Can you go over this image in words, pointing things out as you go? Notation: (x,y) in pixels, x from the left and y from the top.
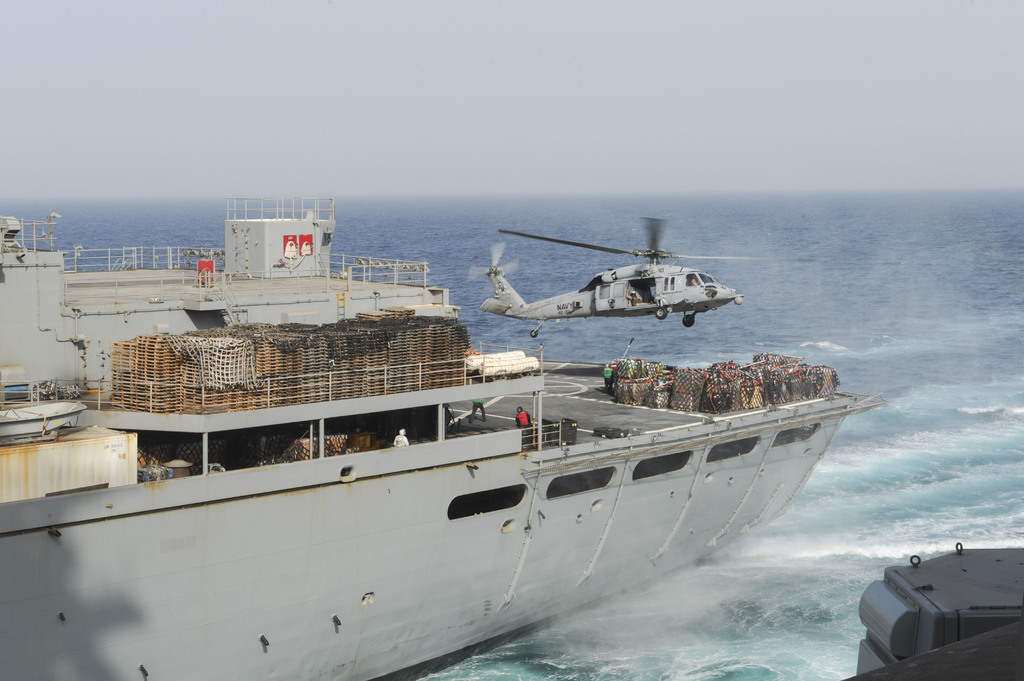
In this image at the bottom (898,502) there is an ocean (767,559), in the ocean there is a ship (114,429) and helicopter (582,310). In that ship (588,391) there are some baskets (629,398) some persons (480,405) and some other objects (384,357), and at the bottom (913,622) there is an object (931,586). At the top of the image (524,80) there is sky (504,87).
